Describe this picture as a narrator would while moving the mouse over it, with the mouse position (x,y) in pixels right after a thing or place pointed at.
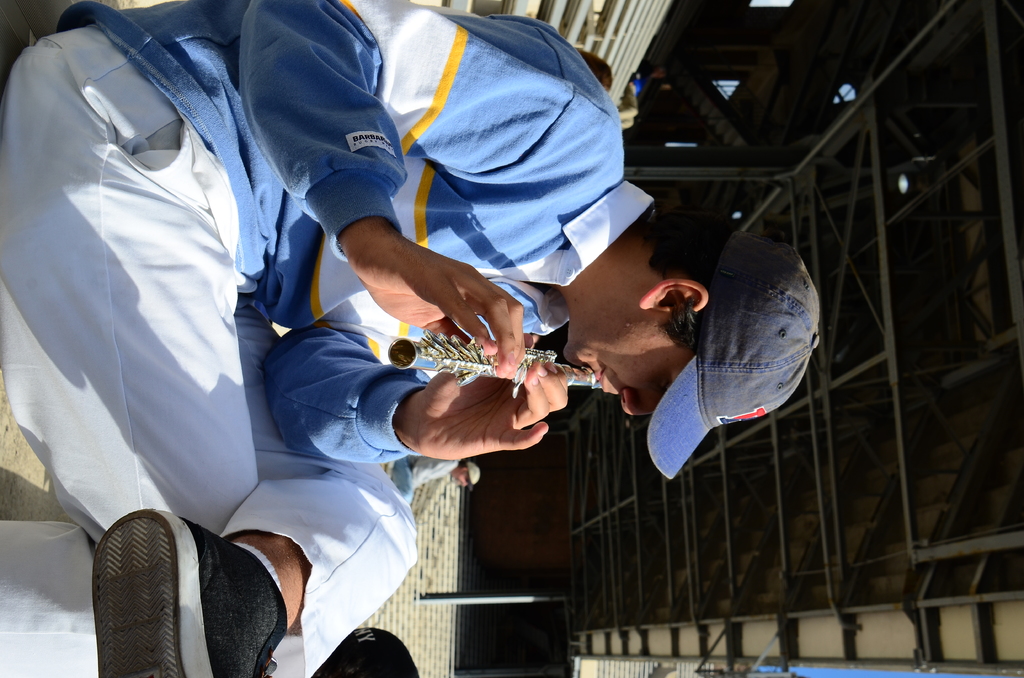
In this picture, we see a man (290,169) in the blue T-shirt (376,159) is sitting and he is wearing a cap (757,335). He is holding a musical instrument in his hand (400,286). I think he is playing a flute (419,355). Beside him, we see a man (430,462) is sitting. Behind him, we see the poles (557,6) and the railing (592,24). On the right side (833,73), we see a pole (885,255) and the roof (817,493) of the building (863,248).
